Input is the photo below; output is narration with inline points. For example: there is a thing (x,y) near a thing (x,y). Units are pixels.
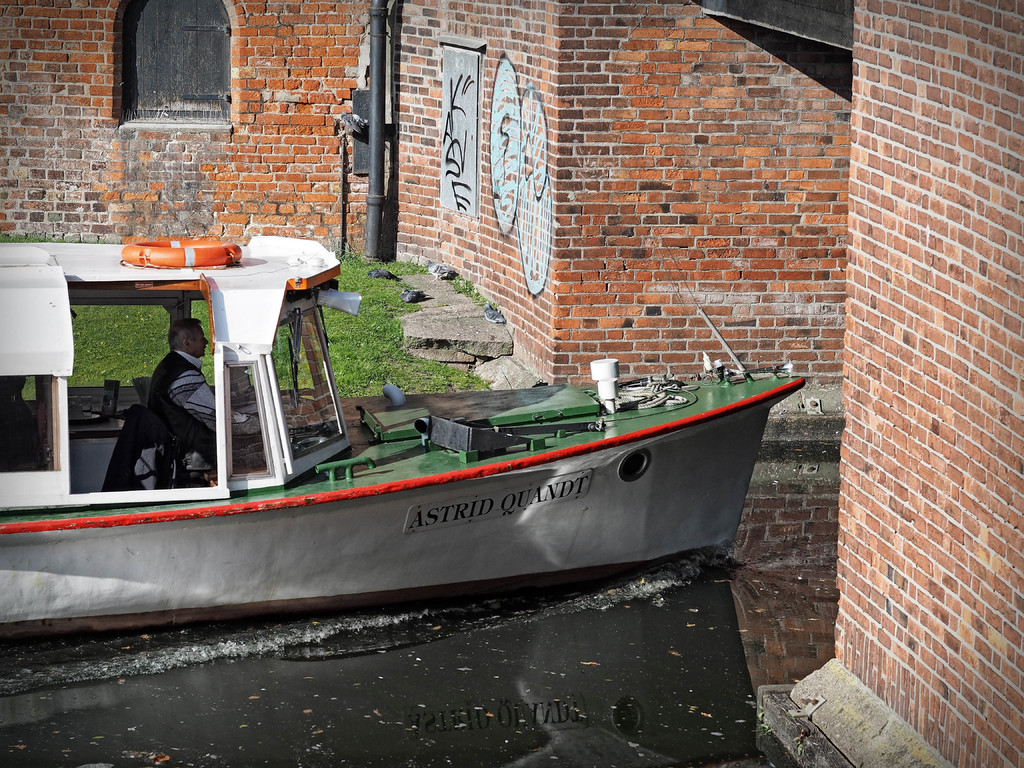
This image consists of a boat (409,423). In which we can see a man (205,386). At the bottom (531,672), there is water (588,665). On the right (719,291), we can see the wall (972,296). In the background (149,124), there is a window (223,39). And we can see the green grass (392,328) on the ground (401,343).
